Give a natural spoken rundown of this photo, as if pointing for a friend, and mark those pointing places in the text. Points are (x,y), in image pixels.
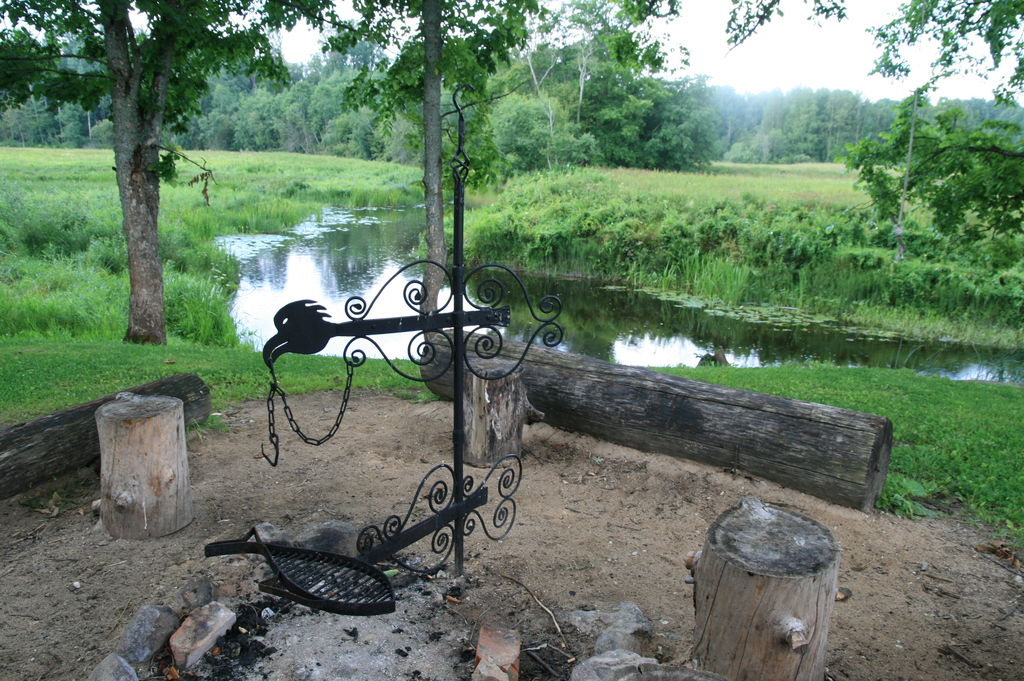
This image is taken outdoors. In the background (417,98) there are many trees (890,164) and plants (1000,314) and there is a ground (80,369) with grass (88,284) on it. At the bottom of the image (928,589) there is a ground (118,589) and there are a few bricks (183,649) and there is a bark (730,514). In the middle of the image (523,310) there is a lake (381,307) with water (718,321). There is a fish grill (476,511) and there are a few trunks (808,463).
